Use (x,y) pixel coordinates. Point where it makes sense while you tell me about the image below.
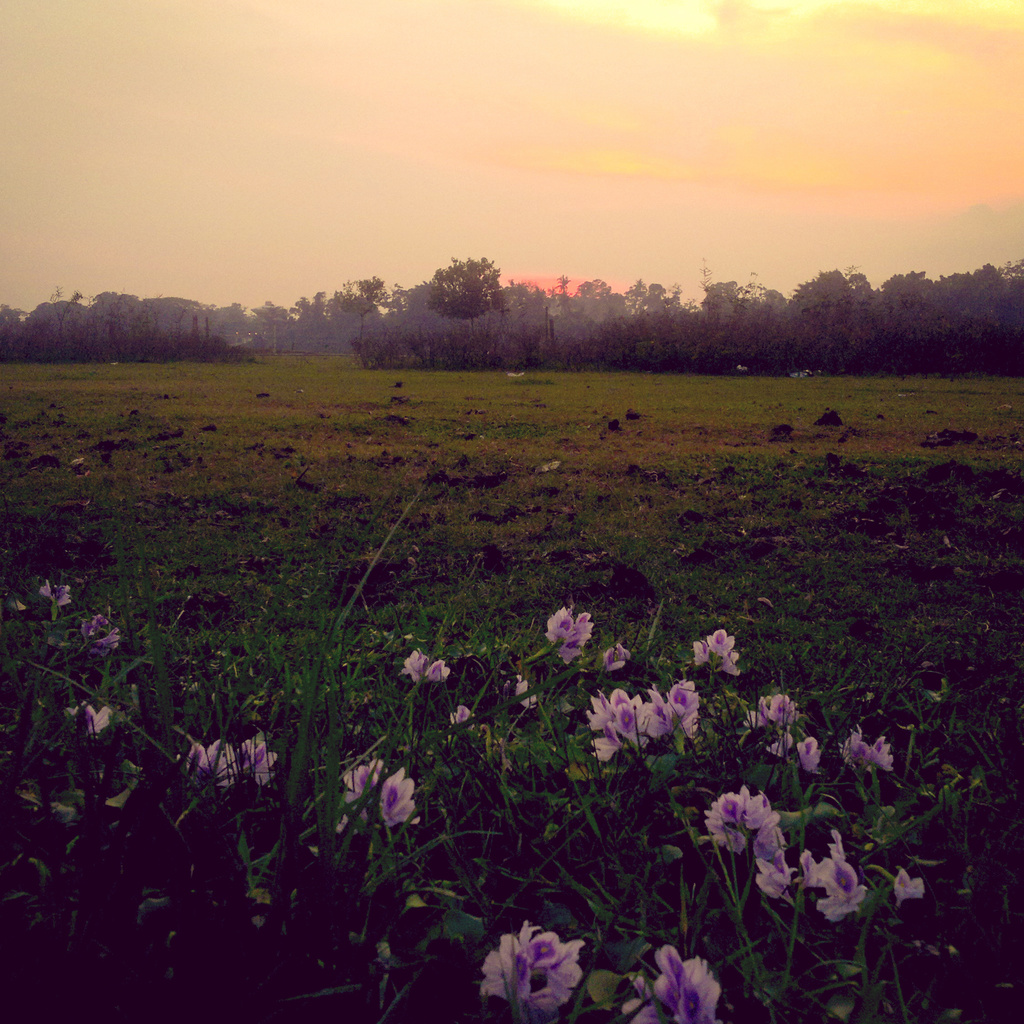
In this picture I can see plants (485,738) in front (57,591) on which there are flowers (104,651) which are of white and violet in color and in the center of this image (502,428) I see the grass (541,438). In the background (335,257) I see the trees (396,301) and the sky (662,117).
